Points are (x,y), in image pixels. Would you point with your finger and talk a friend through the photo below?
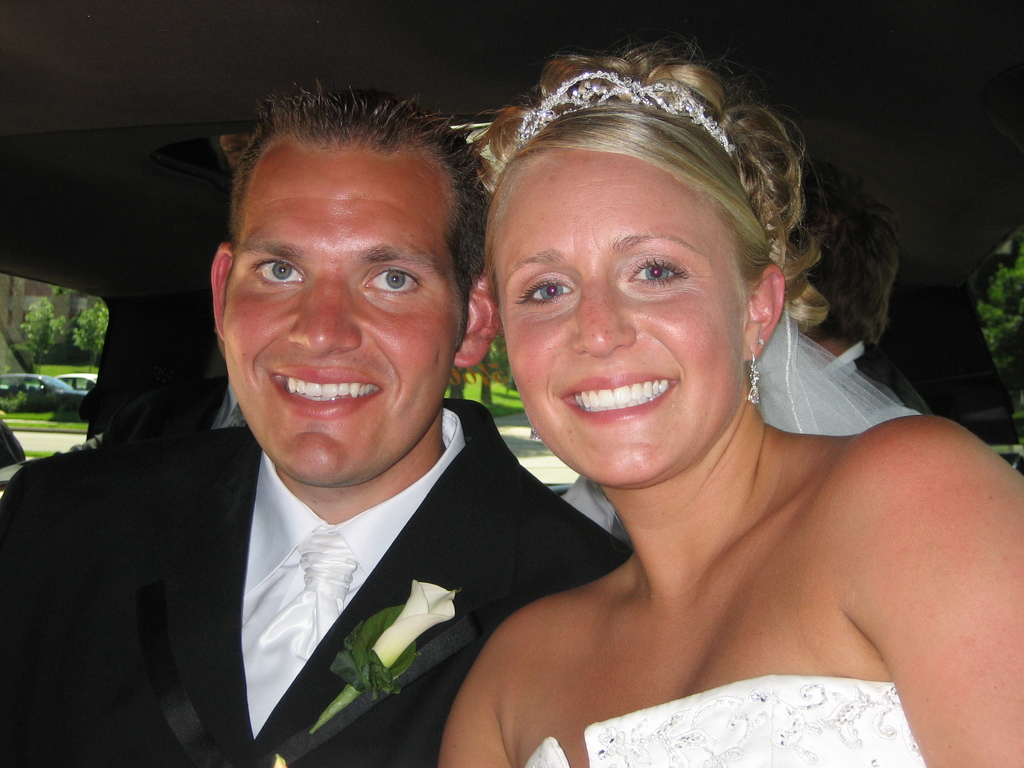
In this picture there is a man (325,197) and a woman (976,737) in the center of the image (634,290).
